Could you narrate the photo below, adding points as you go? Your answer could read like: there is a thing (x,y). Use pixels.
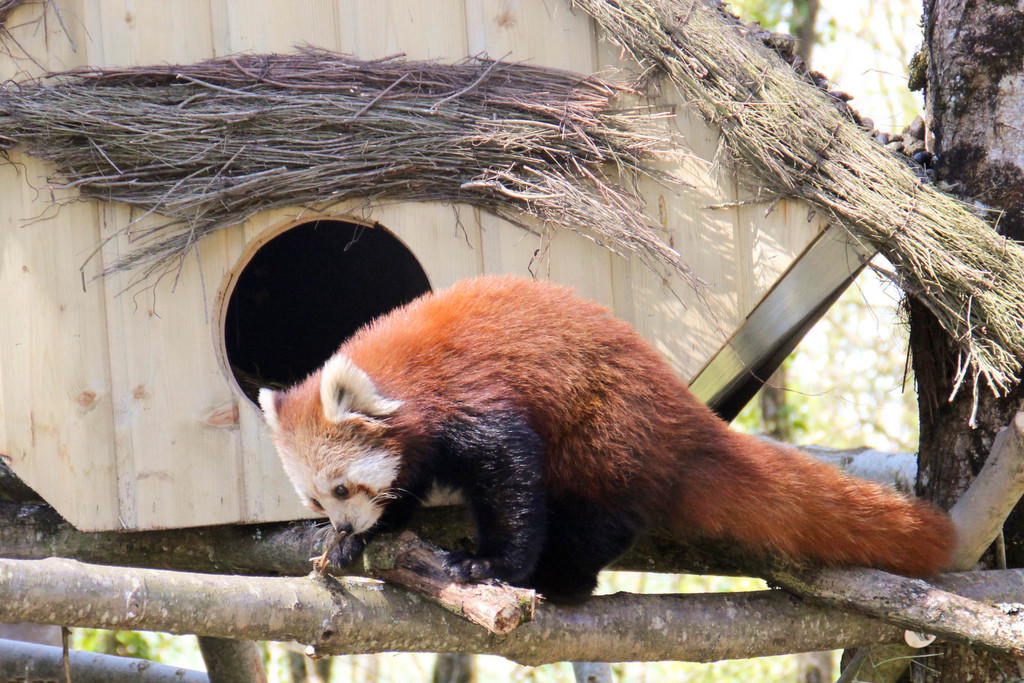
In this picture we can see an animal (500,441) in front of the pet house (212,243), in the background (957,86) we can see few trees (928,348).
